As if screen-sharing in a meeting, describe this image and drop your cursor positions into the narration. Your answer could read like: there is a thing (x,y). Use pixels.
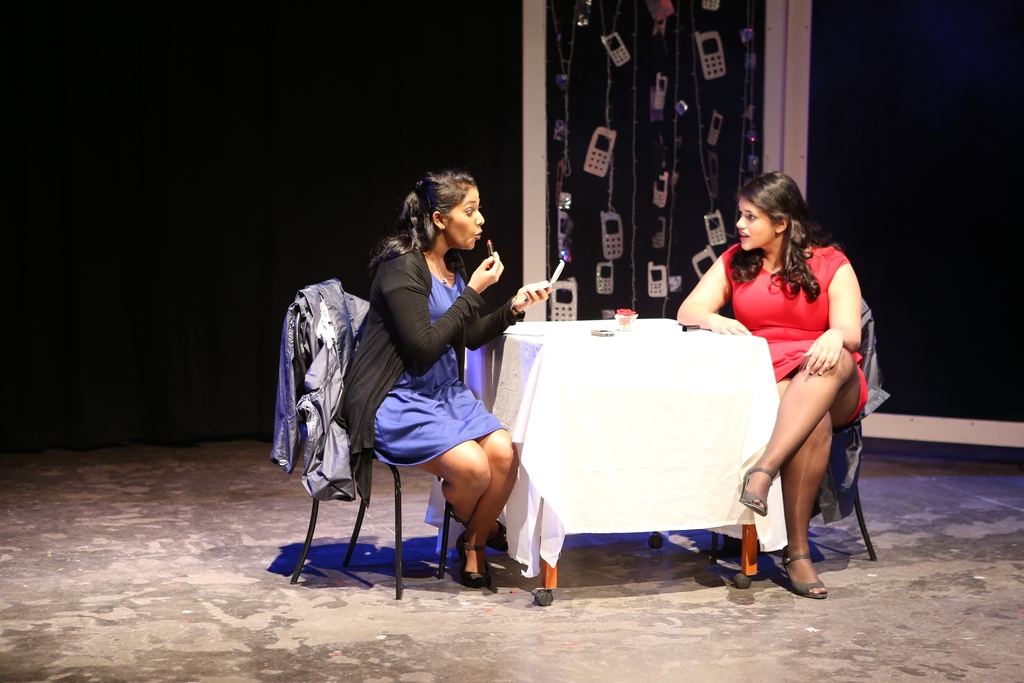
There are two women (444,369) in this picture, sitting in the chairs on either side of the table (613,337). Both of them were talking. In the background (889,211) there is dark.
